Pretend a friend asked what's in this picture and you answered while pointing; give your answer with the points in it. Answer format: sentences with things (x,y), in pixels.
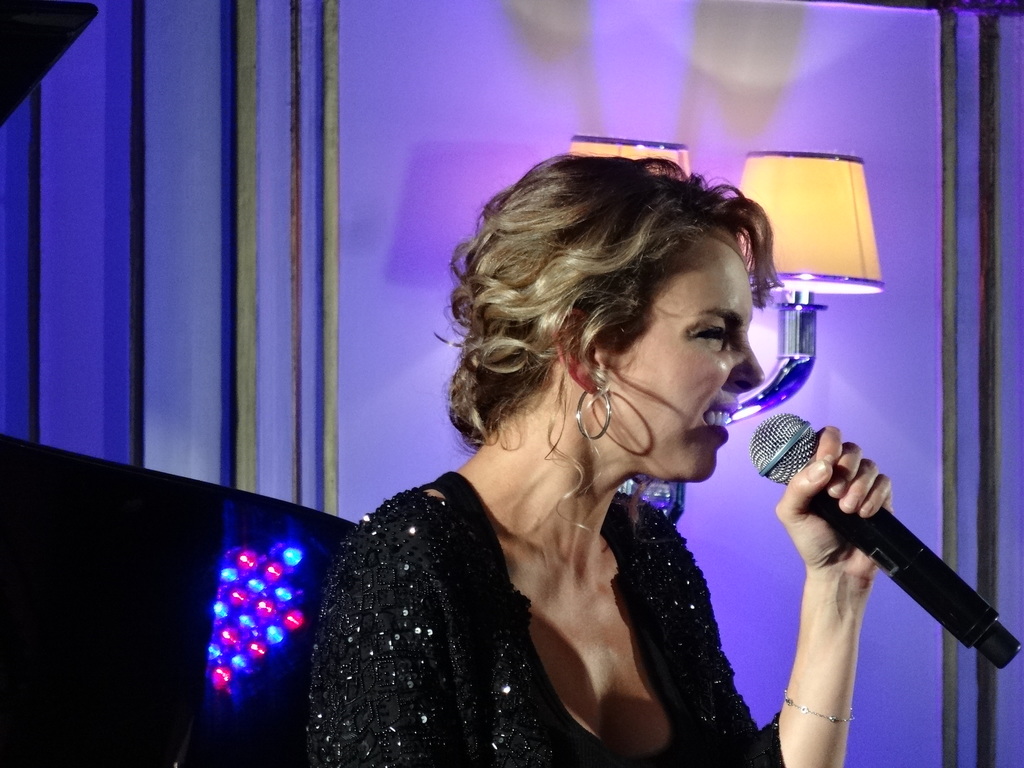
In this picture I can see a woman (546,463) sitting and holding mike (790,478).
